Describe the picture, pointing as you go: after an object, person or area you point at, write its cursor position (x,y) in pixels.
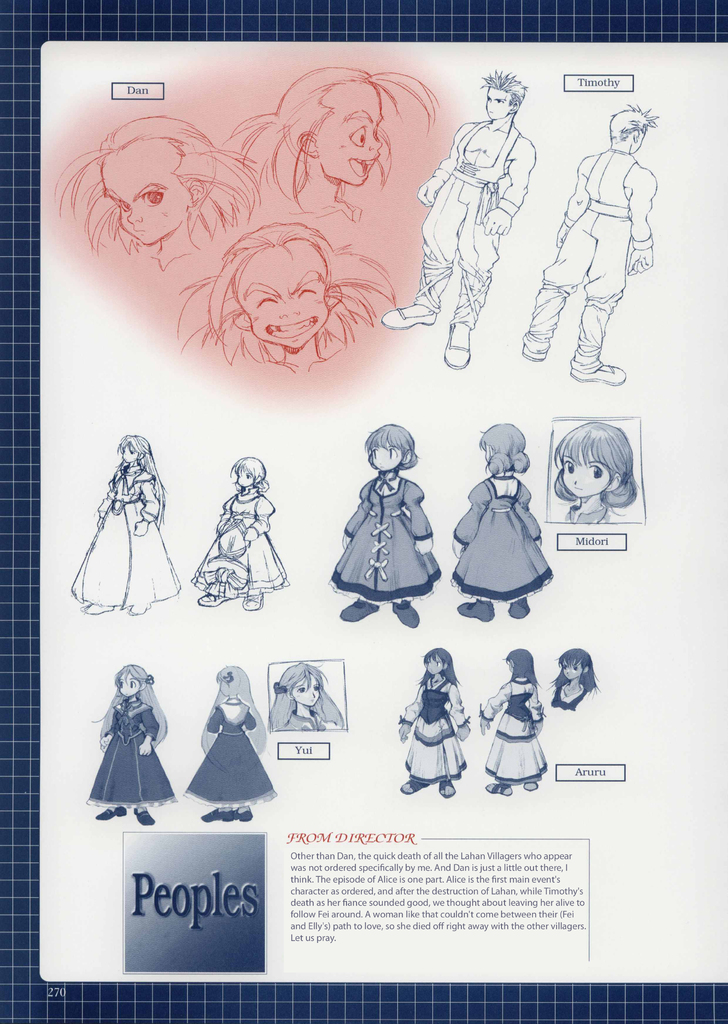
In this image I can see white colour thing (284,491) and on it I can see depiction of people (500,185). I can also see something is written over here.
